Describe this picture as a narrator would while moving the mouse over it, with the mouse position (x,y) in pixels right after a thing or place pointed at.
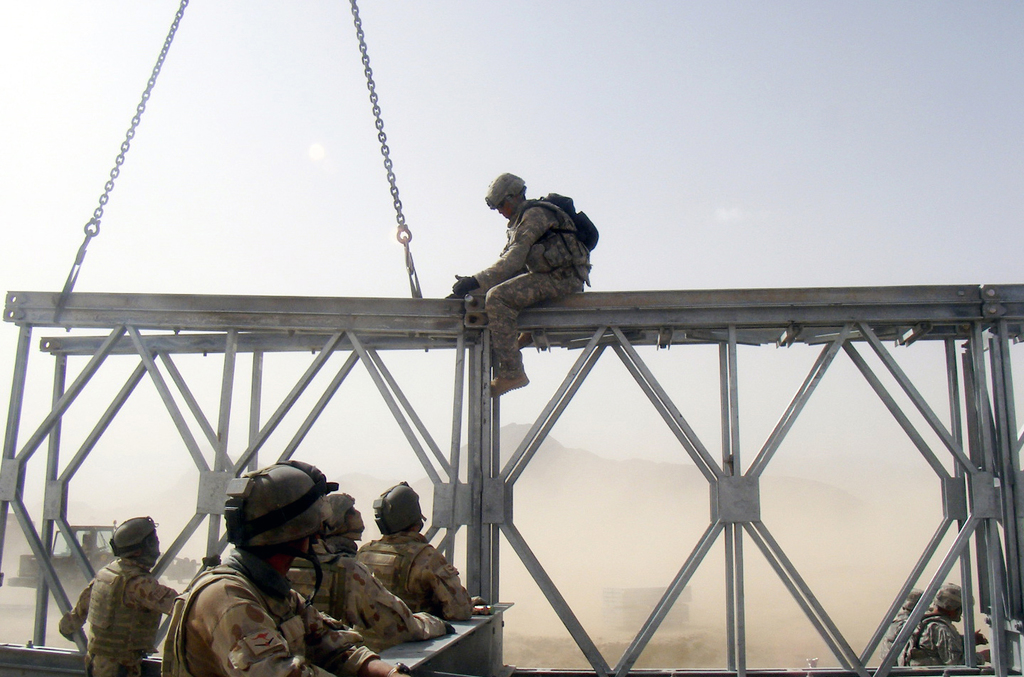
In this image I can see few persons (290,549) wearing uniforms (229,587) and helmets (294,528) are standing and I can see a person (577,288) is sitting on a structure (498,407) which is made up of metal rods (490,476). I can see it is tied with the metal chains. In the background (160,177) I can see the smoke (38,492), a vehicle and the sky (775,116).
